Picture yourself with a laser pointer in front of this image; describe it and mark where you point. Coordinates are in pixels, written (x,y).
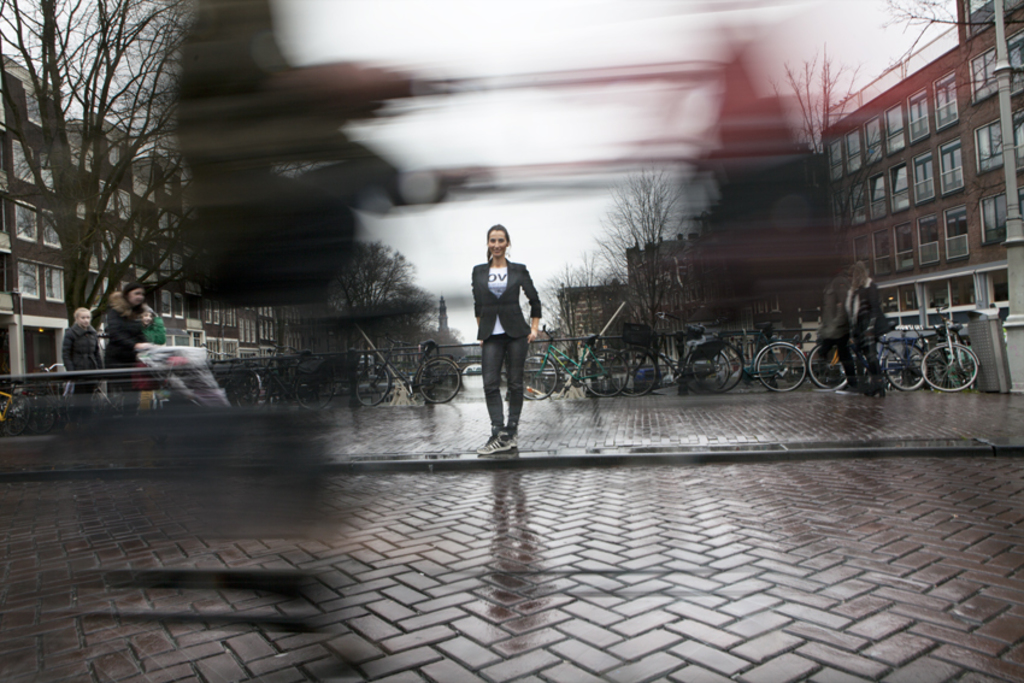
In this picture there is a woman (507,344) standing at the railing (238,372). On the right side of the image (863,385) there are two persons (827,340) standing and on the left side of the image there are three persons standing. At the back (47,414) there are bicycles (957,373), buildings (828,144), trees (587,269). At the top (410,142) there is sky (518,0). At the bottom (617,550) there is a road (681,506). In the foreground (568,66) the image is blurry.
